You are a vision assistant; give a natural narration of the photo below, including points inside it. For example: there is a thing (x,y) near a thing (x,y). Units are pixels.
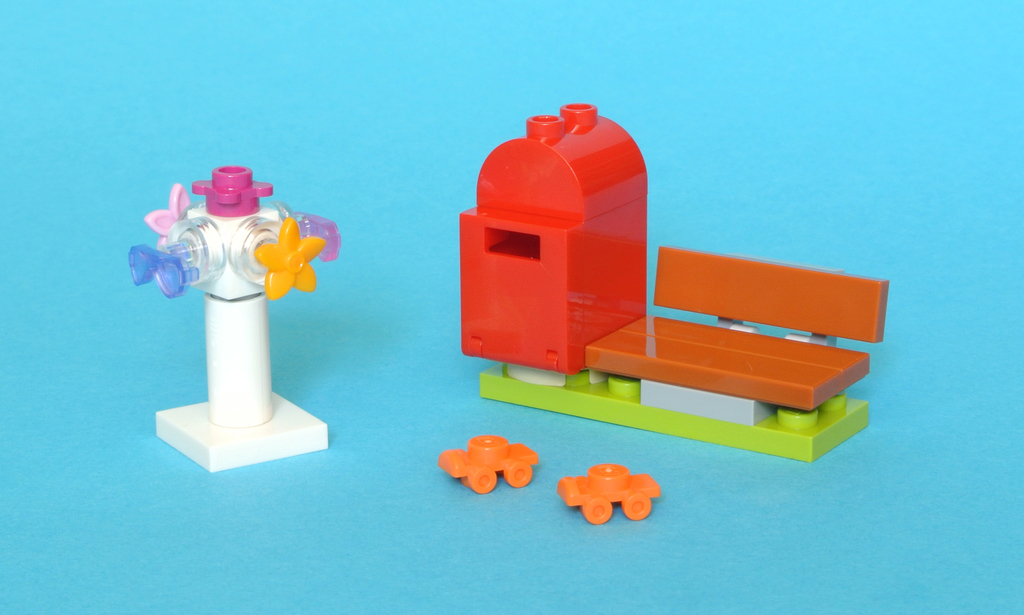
In this picture we can see there are lego toys (468,327) on an object (303,504).
